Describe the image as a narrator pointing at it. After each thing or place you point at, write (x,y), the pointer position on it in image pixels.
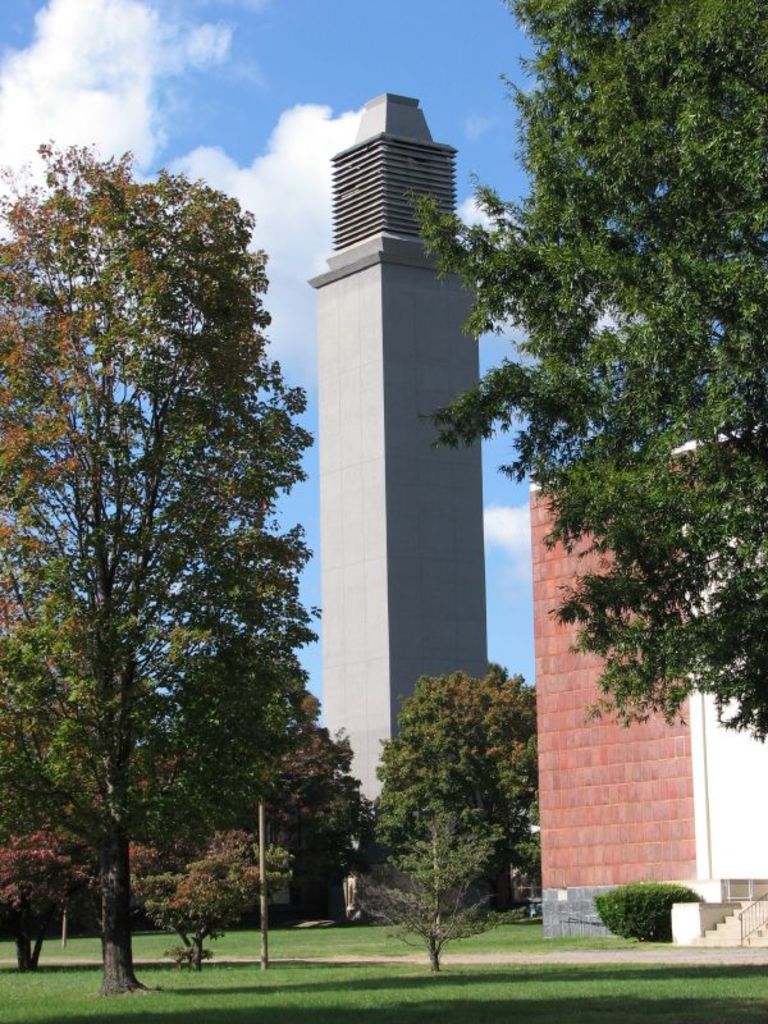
In this picture we can see so many buildings (394,135), trees (312,802) and grass (645,986).
